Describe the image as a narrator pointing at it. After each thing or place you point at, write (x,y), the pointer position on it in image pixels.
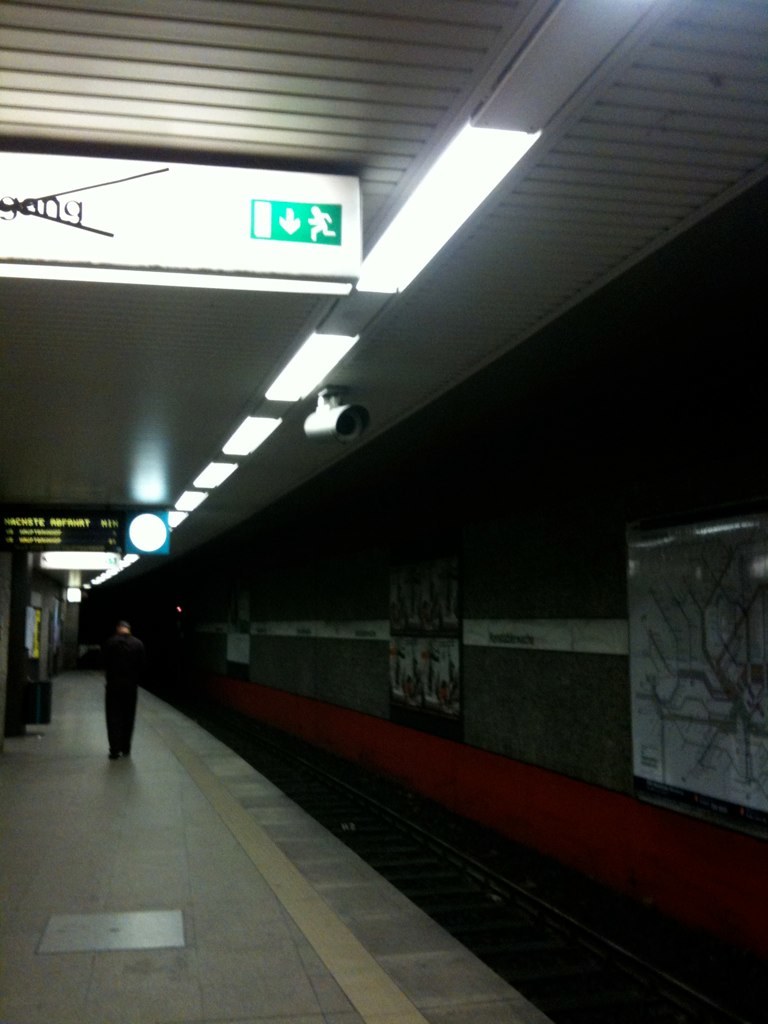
In this image a person (121,662) is standing on the platform (199,844) having a name board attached to the wall (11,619). There are few lights (215,478) and a camera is attached to the roof (401,391). Right side (526,866) there is no train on the rail track (519,929).
